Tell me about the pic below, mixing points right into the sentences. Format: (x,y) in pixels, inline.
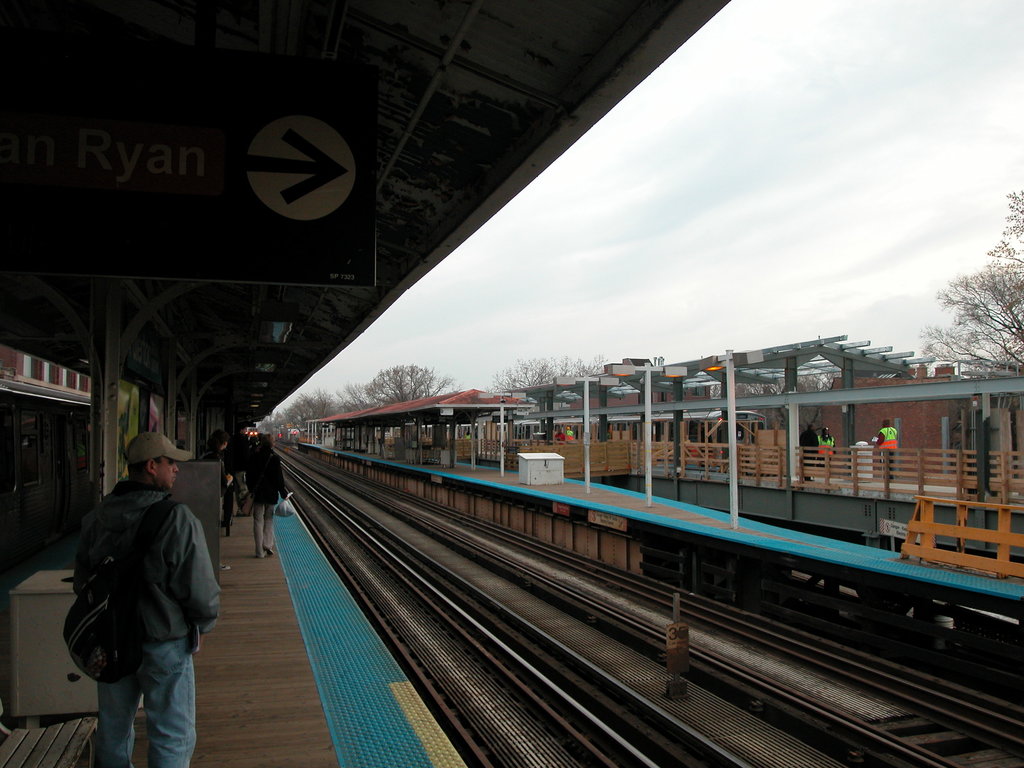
In this image I can see group of people (149,706) walking, I can also see few tracks (589,647), background (450,312) I can see railing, trees (588,360) and the sky (735,199) is in white color.
